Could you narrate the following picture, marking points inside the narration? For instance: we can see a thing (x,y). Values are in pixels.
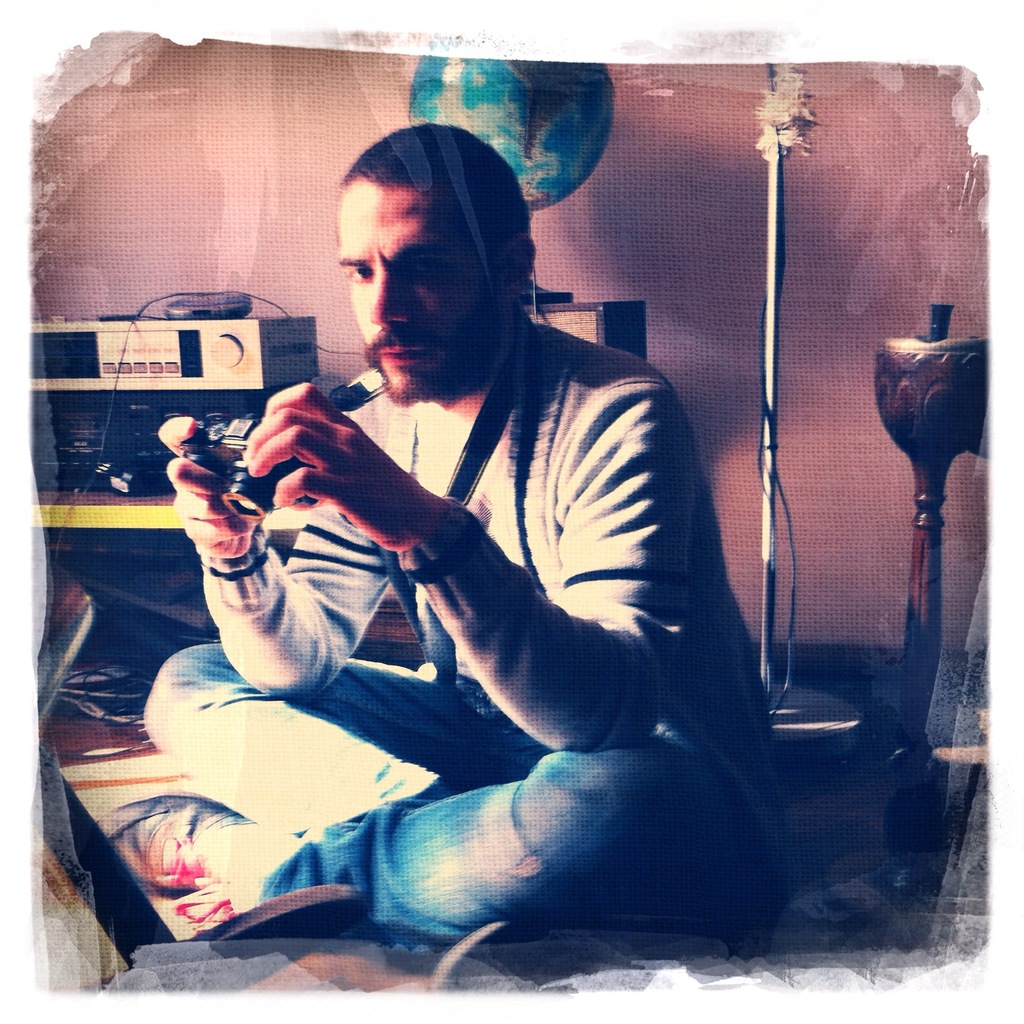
This is an edited picture. In the middle of the picture (495,519) we can see a person (318,447) holding a camera (243,454). On the right (932,424) we can see a stand like object (918,458). In the background (59,372) there are electronic gadgets (221,352), globe (503,107), stand (768,199), cable (774,455), books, wall (211,237) and other objects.
